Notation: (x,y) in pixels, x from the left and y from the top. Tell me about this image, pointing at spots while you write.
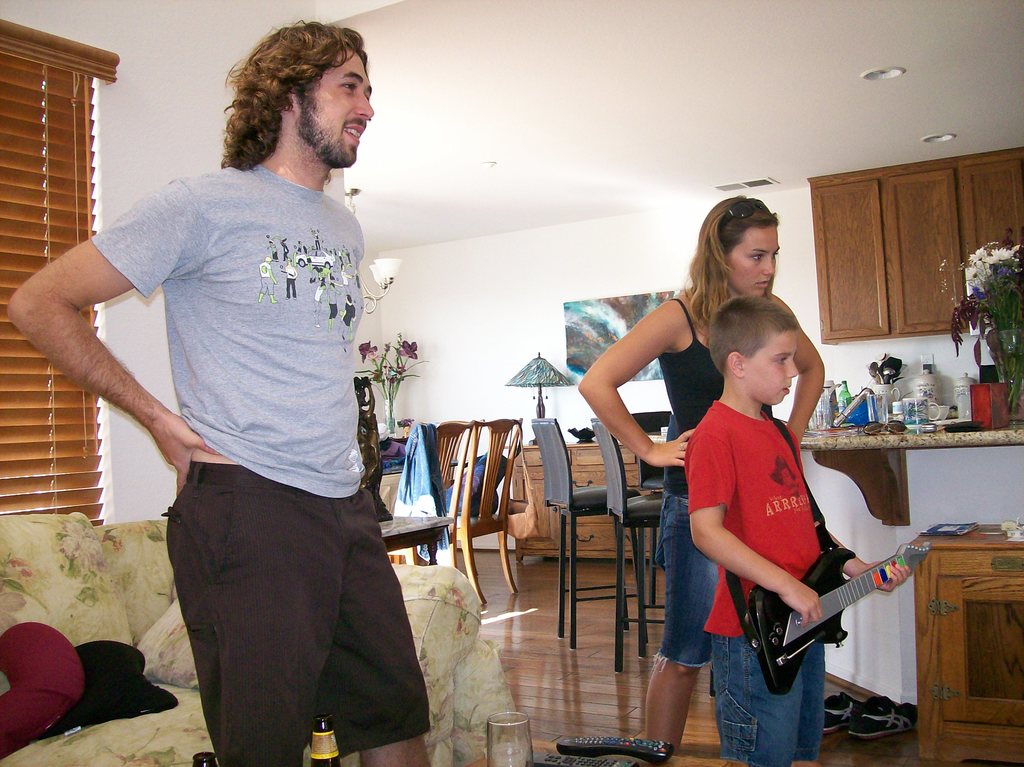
In a room (210,116) there is a man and woman (676,442) and a boy (780,555) who is holding guitar (776,688). Beside him there is a table (982,438) with cups (871,396) and flower vase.
